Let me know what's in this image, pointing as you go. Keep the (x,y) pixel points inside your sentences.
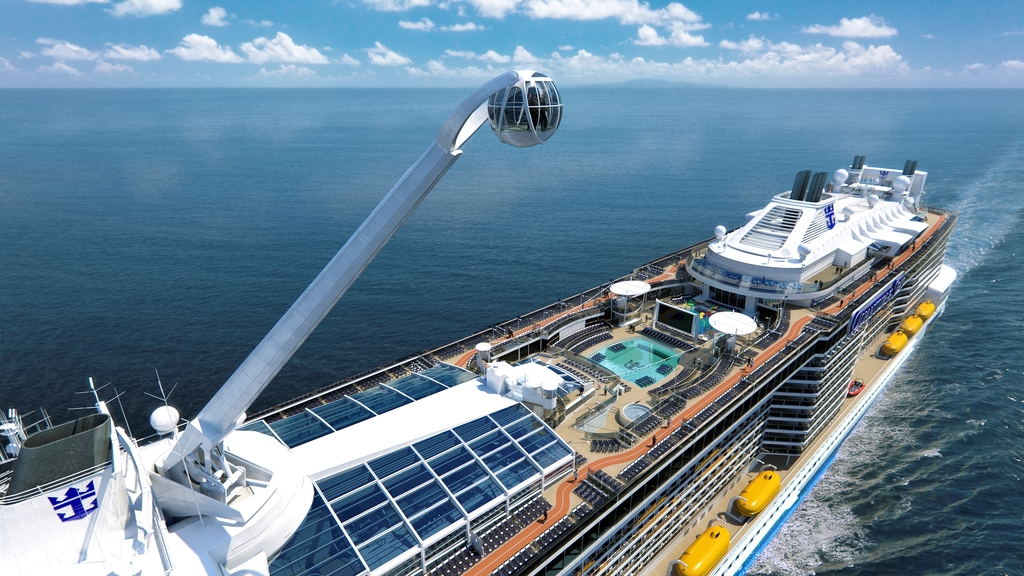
In this picture we can see a ship (792,489) on the water (897,503) and in the background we can see sky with clouds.
